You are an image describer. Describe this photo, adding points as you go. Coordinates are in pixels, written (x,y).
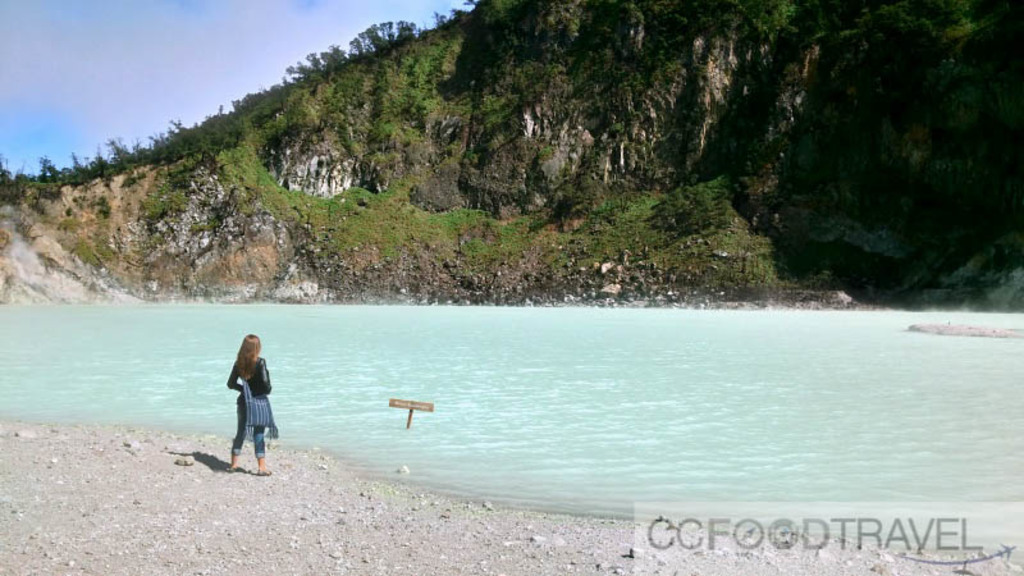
In this image there is the sky (190,37) towards the top of the image (198,50), there is a mountain (341,113) towards the top of the image (679,77), there are trees (352,95) on the mountain (414,140), there is water (675,368), there is a board (420,407), there is text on the board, there is a woman (253,386) standing, she is wearing a bag (258,399), there is ground (531,551) towards the bottom of the image (459,551), there are stones (502,540) on the ground (301,500), there is text (706,535) towards the bottom of the image (837,538).
